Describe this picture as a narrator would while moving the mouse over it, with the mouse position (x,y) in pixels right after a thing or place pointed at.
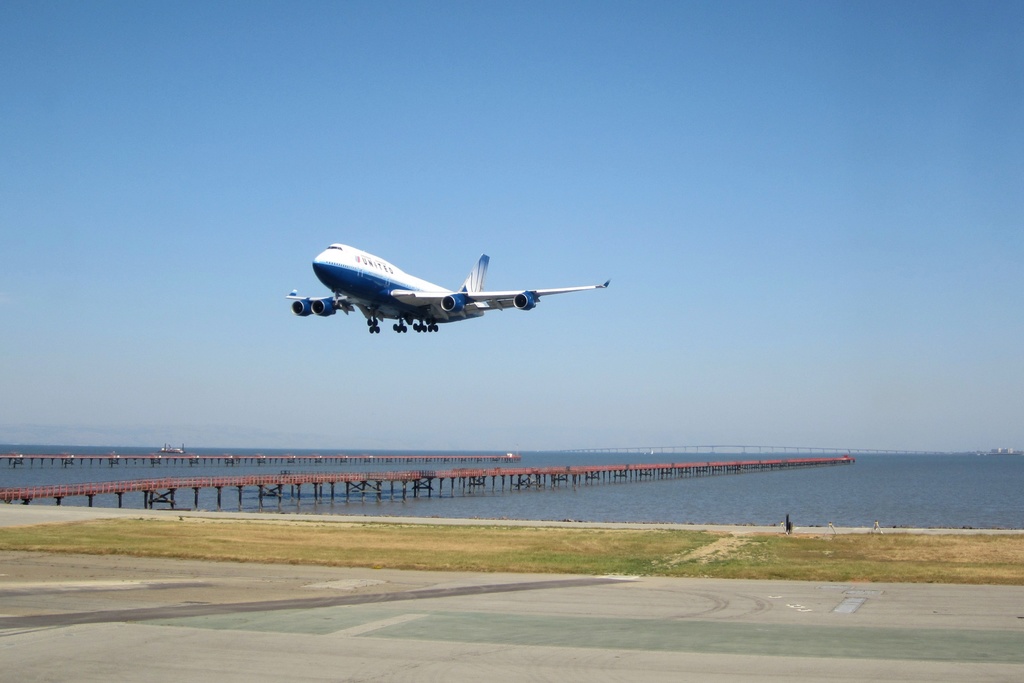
In this picture I see the road (55,653) in front (17,668) and in the middle of this picture (344,282) I see the grass (680,536) and I see an aeroplane (331,297) in air (496,287) and I see the platforms (295,455) on the water (632,489). In the background (651,412) I see the sky (592,326).
